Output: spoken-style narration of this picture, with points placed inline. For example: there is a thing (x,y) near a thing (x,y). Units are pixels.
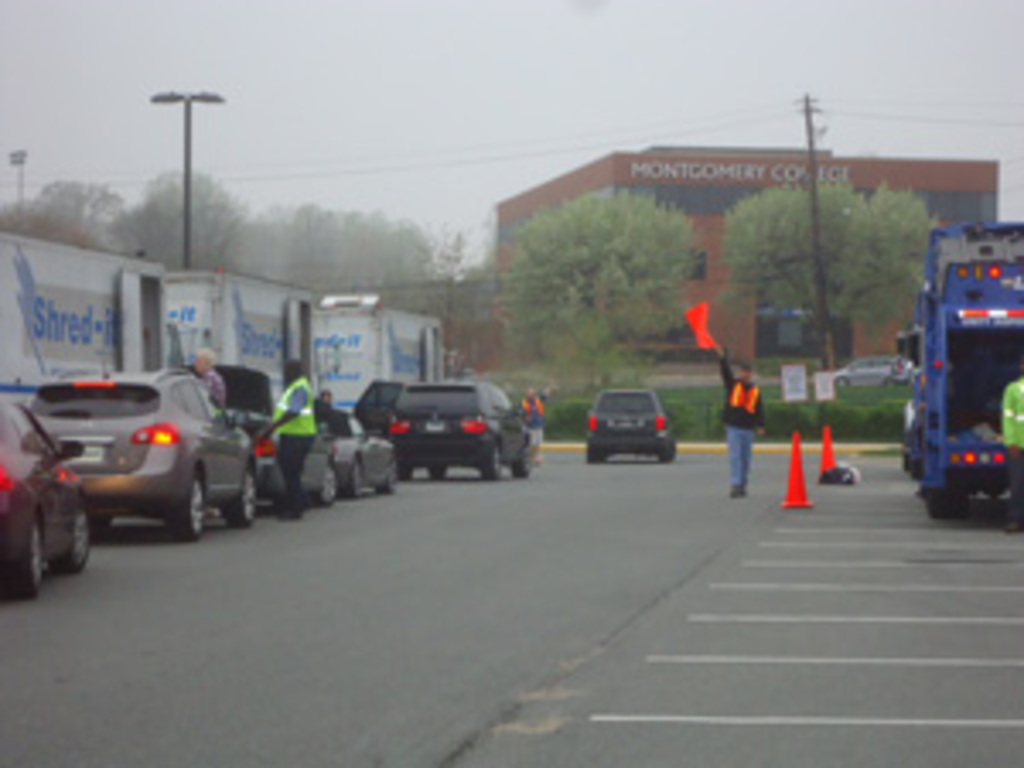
In this image I see cars (356,444) and I see few people (1014,479) and I see that this person (762,398) is holding a orange color cloth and I see the traffic cones (794,460) over here and I see the road (592,539). In the background (622,220) I see the trees (435,268), building (892,168), poles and the sky (557,156) and I can also see few more vehicles (861,383).
